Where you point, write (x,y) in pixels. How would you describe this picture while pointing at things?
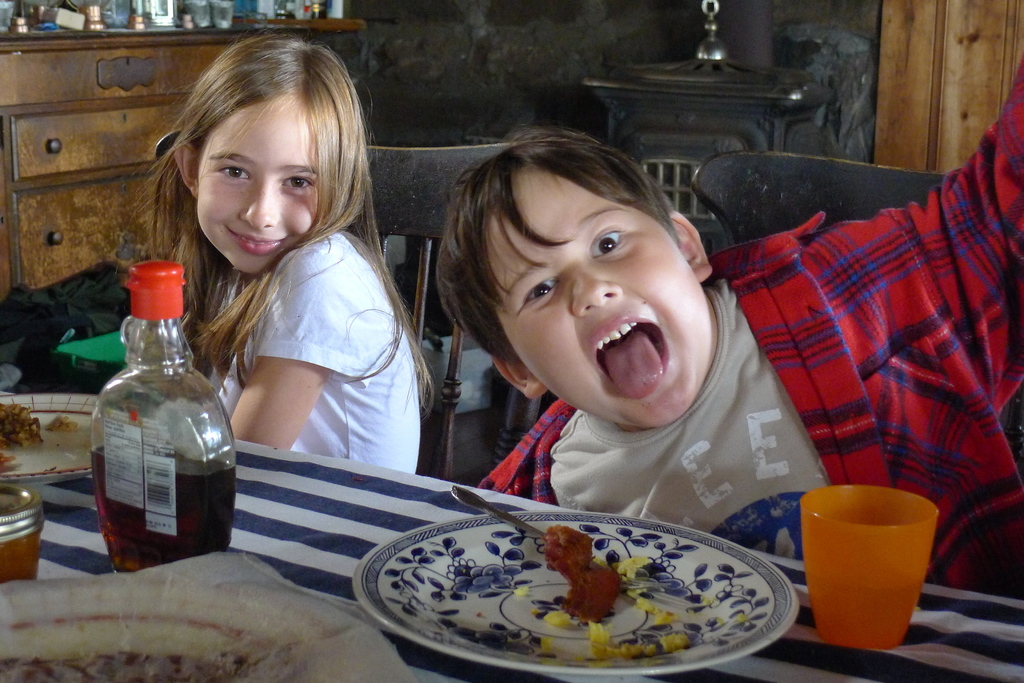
As we can see in the image there are two people (344,362), cupboards (54,150) and table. On table (63,545) there are plates (499,591), glass (861,600) and bottle (149,459).
